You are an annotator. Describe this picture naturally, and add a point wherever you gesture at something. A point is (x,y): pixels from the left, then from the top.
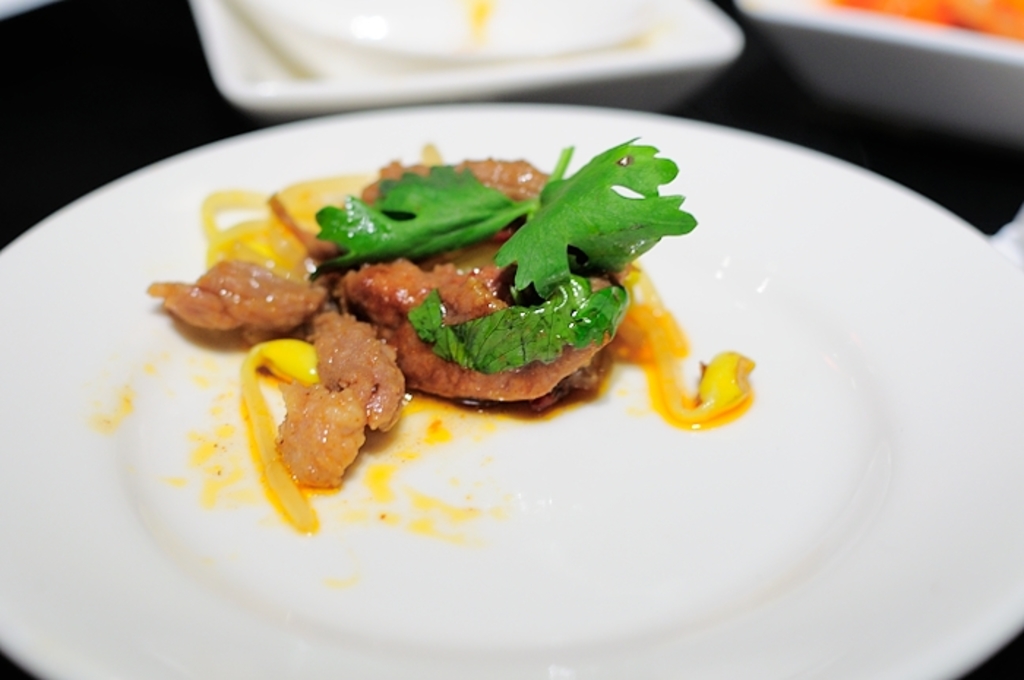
In this image we can see some food item (445,296) which is in plate (652,525) which is of white color and in the background of the image (508,101) there are some bowls (624,65) which are in white color.
